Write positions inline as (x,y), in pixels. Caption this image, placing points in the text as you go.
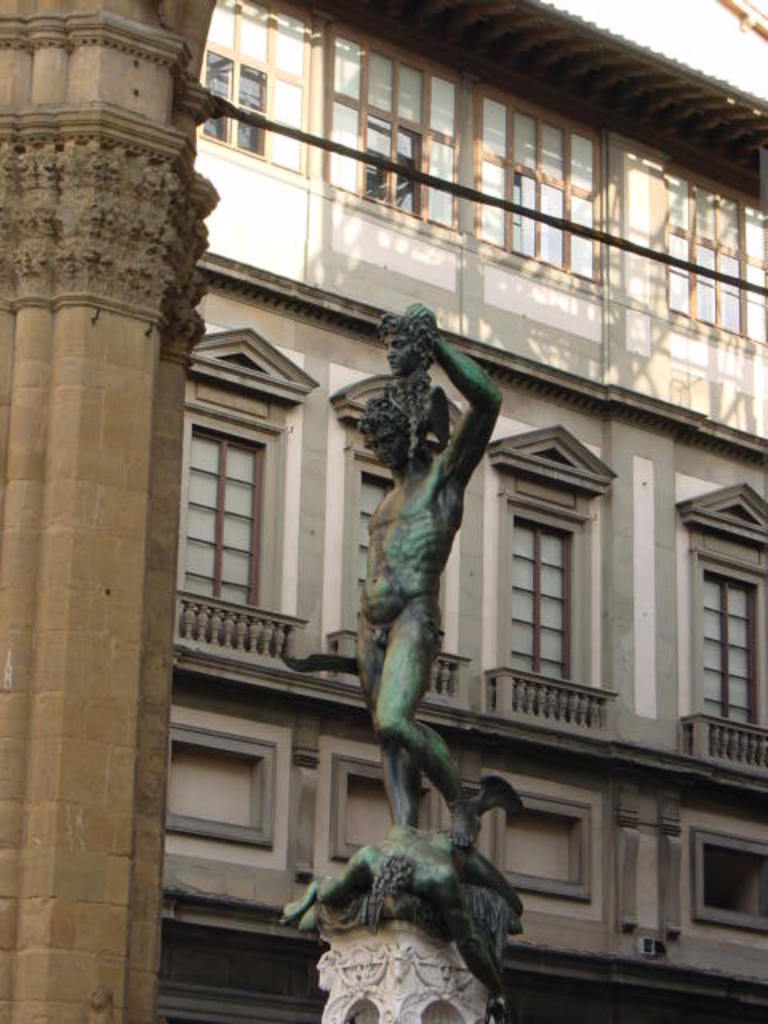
In the center of the image (411,622) we can see a sculpture (468,393). At the bottom (436,990) we can see a pedestal (437,1003). In the background (273,421) there is a building (693,496). On the left (147,515) we can see a pillar (69,501).
